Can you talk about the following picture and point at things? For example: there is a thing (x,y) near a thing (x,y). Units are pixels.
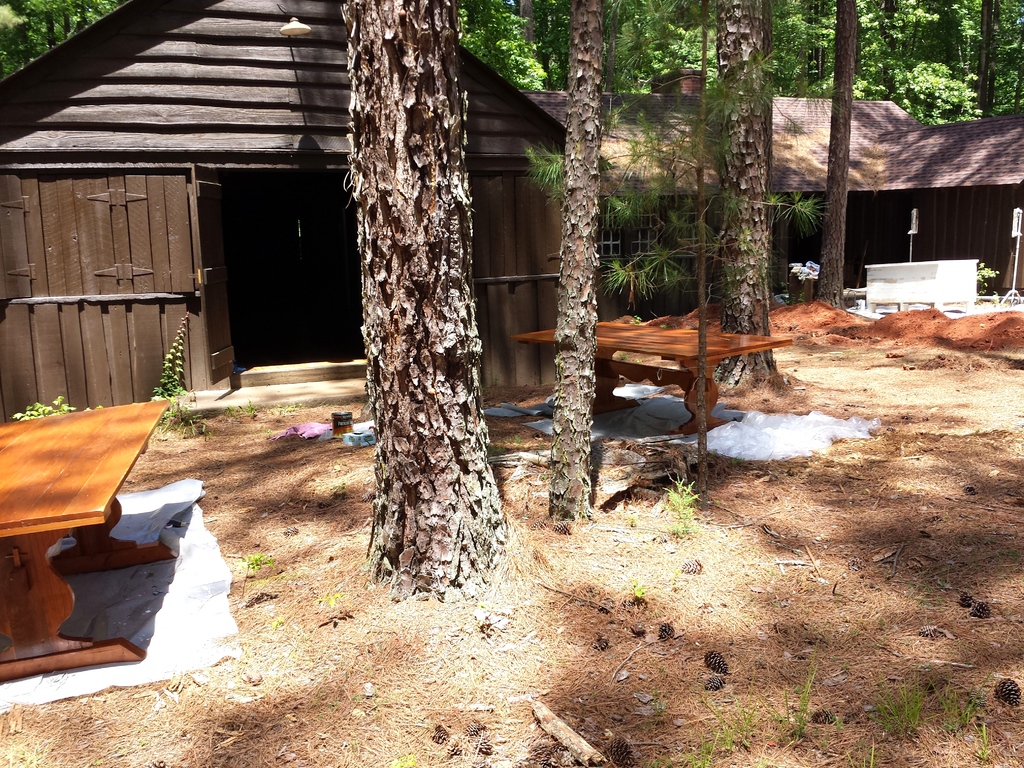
In this image we can see a house (230,66) and many trees (733,98). There is a two tables (107,467) in the image.
